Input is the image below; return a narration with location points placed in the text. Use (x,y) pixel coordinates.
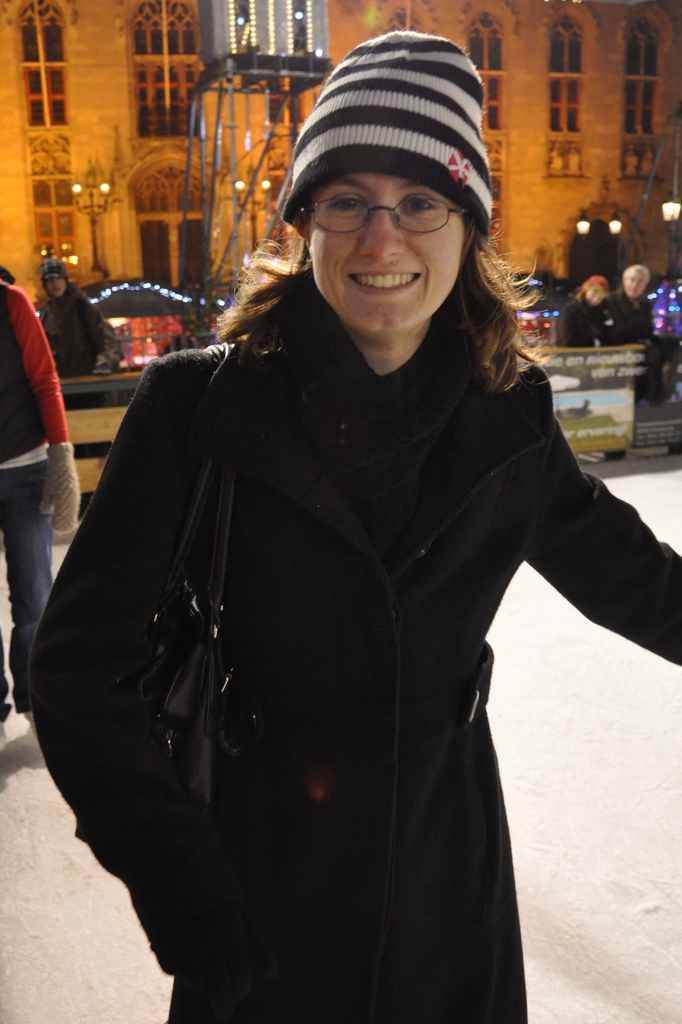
In this image we can see a woman (428,237) smiling in the foreground (176,843). The woman (238,624) is carrying a handbag (178,646). Behind the woman (150,863) we can see banners (583,379) with text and the persons (642,281). In the background (225,290), we can see a building (501,128) and poles (97,241) with lights (44,253).
